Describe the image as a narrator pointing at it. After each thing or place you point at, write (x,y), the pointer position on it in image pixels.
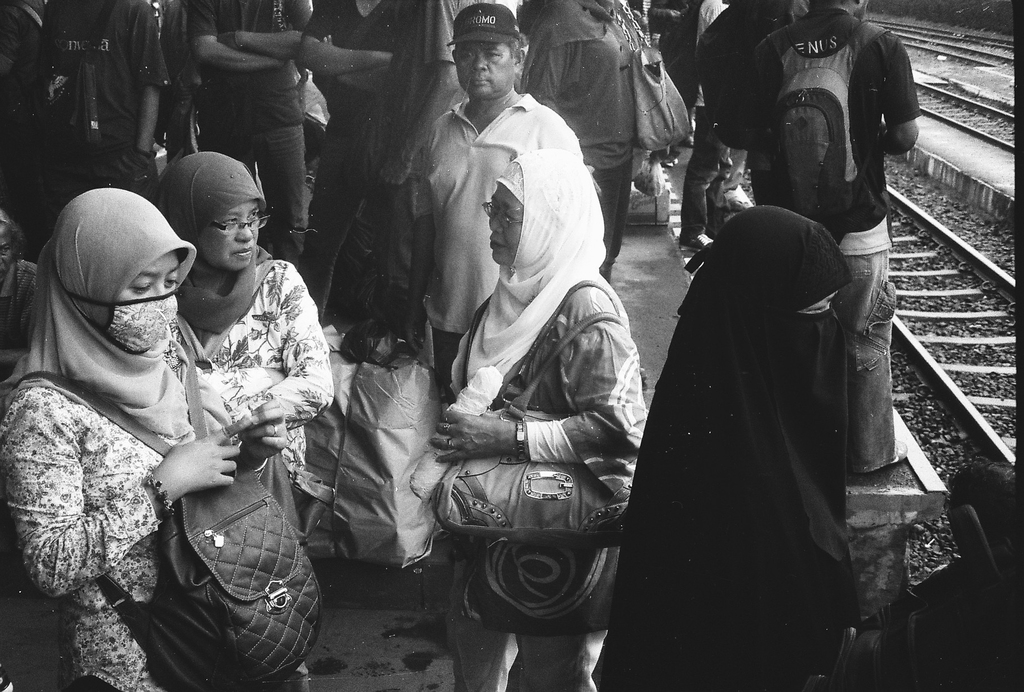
A black and white picture. Most of the persons (814,216) are standing. These persons (197,447) wore bags (524,391). This is luggage (376,442). This is a train track (926,321).
